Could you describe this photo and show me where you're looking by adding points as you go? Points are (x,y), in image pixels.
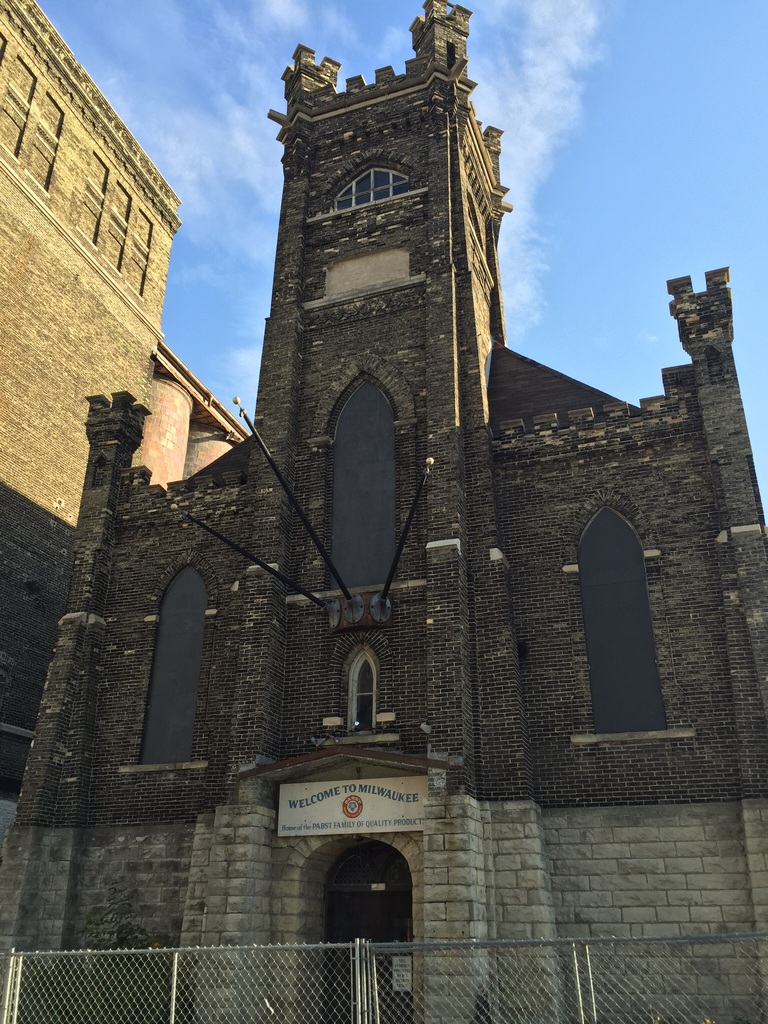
In this image there are buildings (456,730), at the bottom of the image (430,975) there is a railing (438,979) and in the center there is one board (351,823). On the board (333,823) there is text (412,793) and also there are some poles (410,517), and at the top (606,213) there is sky (570,59).
